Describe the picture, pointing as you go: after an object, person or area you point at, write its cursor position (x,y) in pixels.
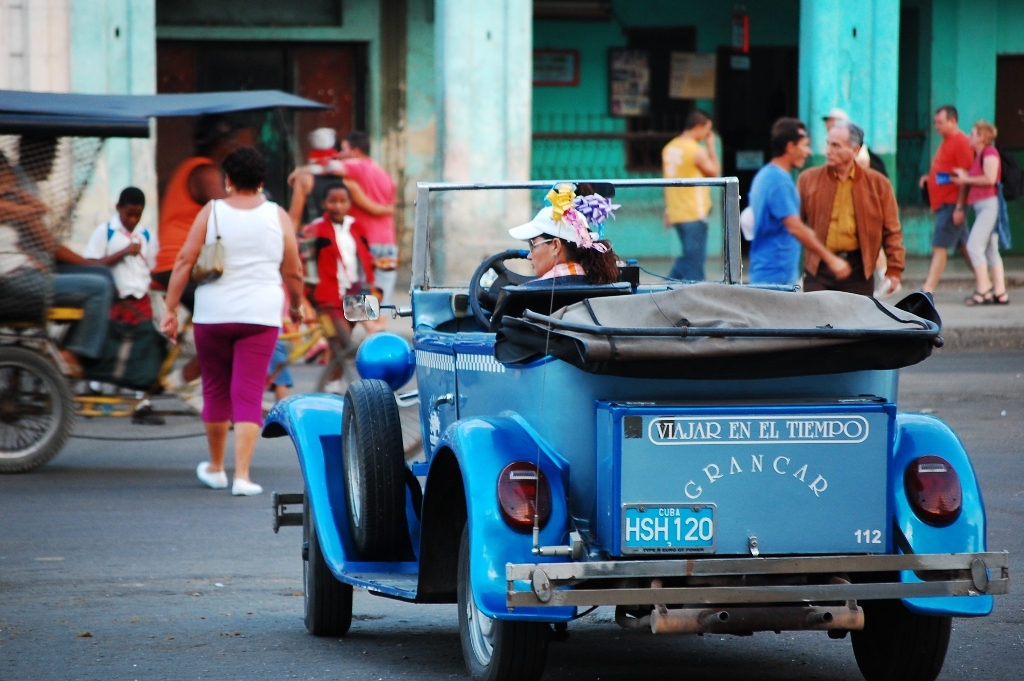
In this image, we can see a woman (563,260) is riding a vehicle (510,373) on the road (671,680). Background we can see a group of people (151,281). Few are riding vehicle (66,379) and walking. Here we can see a door (344,88), pillars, walls (375,94), photo frames (547,70), some objects (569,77).
